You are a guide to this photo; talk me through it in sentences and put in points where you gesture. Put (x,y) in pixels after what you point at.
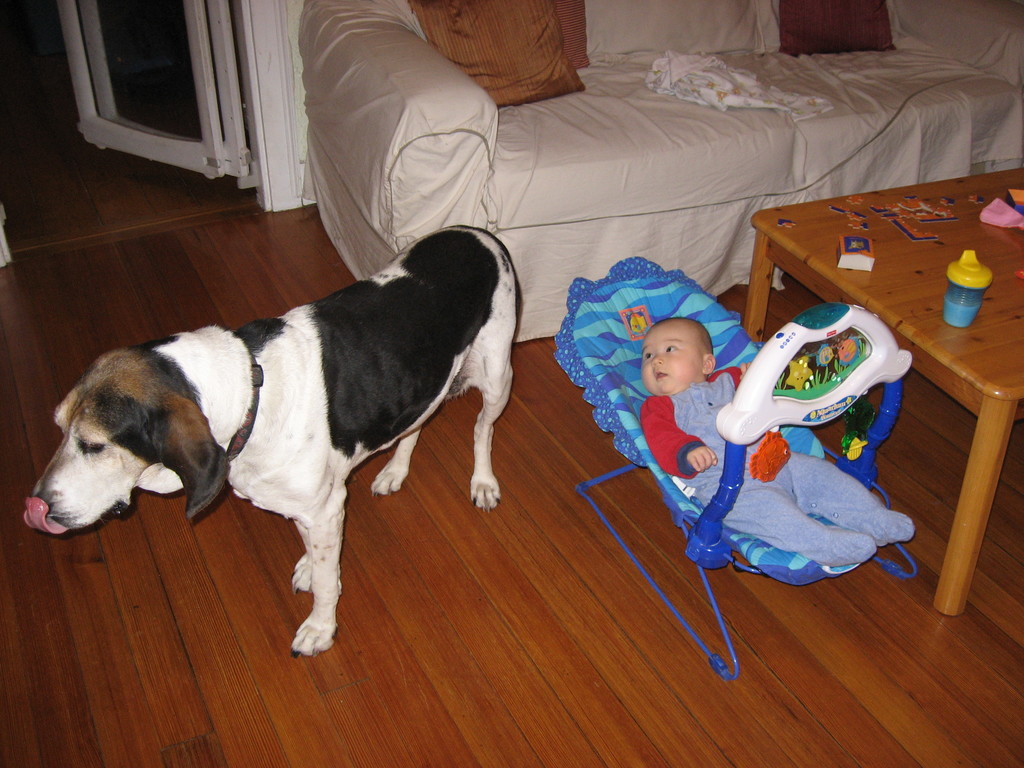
In this image there is a dog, baby (687,331) in a bouncer seat (584,351), bottle (959,258), box (863,250) in a table (822,225), couch (699,128), blanket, pillow (515,41) and door (141,85).
